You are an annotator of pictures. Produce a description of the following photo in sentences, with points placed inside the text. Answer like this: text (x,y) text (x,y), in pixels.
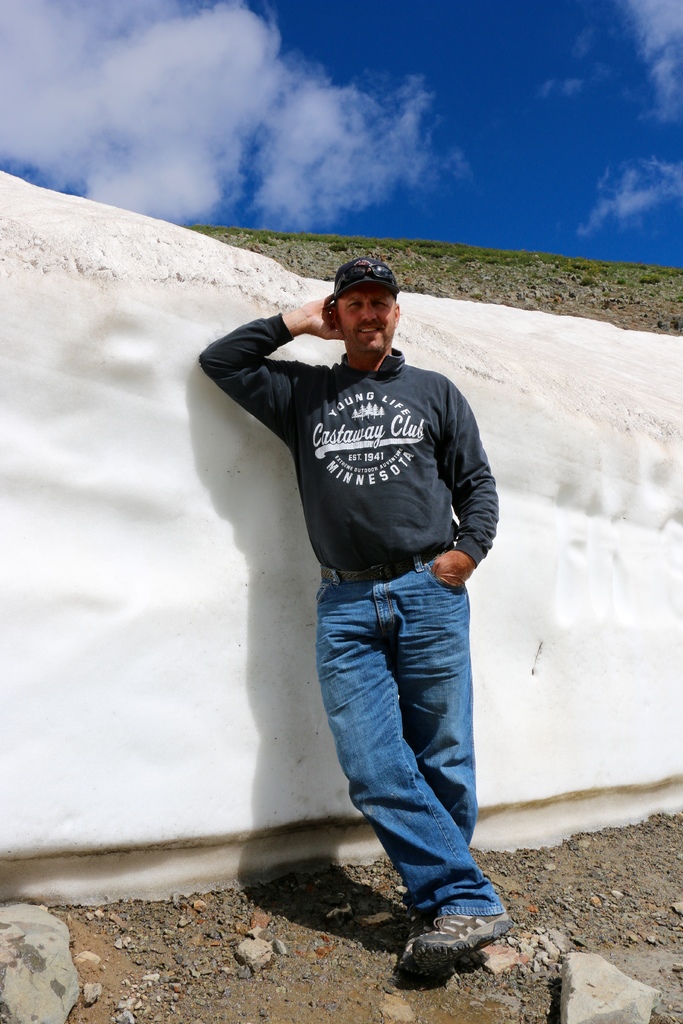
In this image there is a person (352,431) standing with a smile on his face (362,328) is leaning on to a snow wall (222,411), in front of the person (250,411) there are stones (4,925), behind the person (378,262) there are mountains (334,262), at the top of the image (336,196) there are clouds (424,110) in the sky (543,216).
